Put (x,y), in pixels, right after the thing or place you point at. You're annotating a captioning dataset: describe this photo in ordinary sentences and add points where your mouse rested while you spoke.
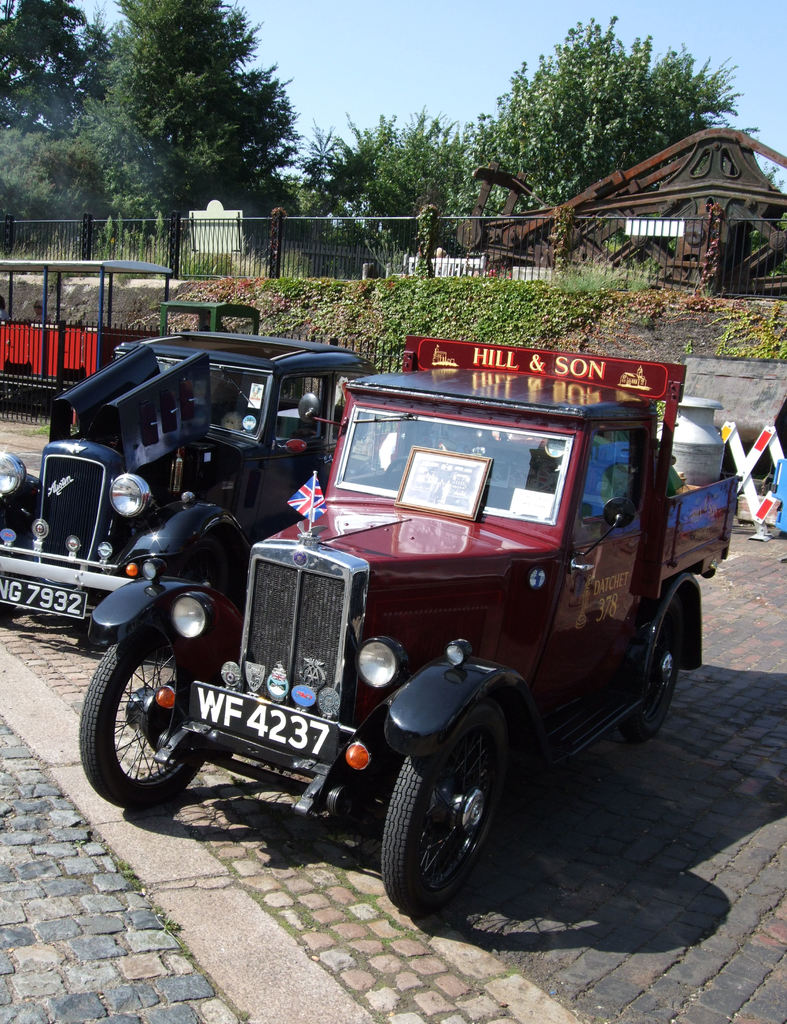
In this image there are vehicles (373,629) on the cobblestone path (760,800). There is a picture frame (474,502) on the vehicle (508,489) having few objects (668,484). There is a fence (264,240) on the wall (522,313) having creeper plants (570,299). Behind there is an object (665,201). There is a board (197,230) attached to the fence (176,255). Background (461,174) there are trees (73,191). Top of the image (405,38) there is sky (434,60).
